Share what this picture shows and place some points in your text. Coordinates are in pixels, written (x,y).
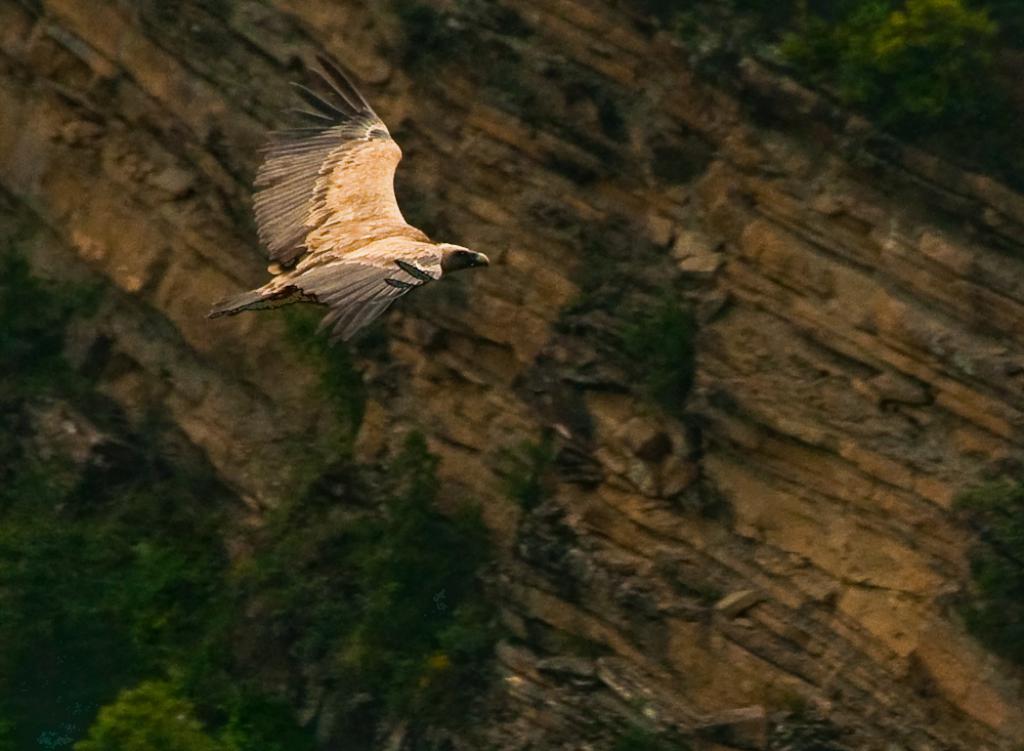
This picture is clicked outside. In the center (436,267) we can see a bird (293,287) flying in the air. In the foreground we can see the green leaves (282,613) and some other objects (689,210).
